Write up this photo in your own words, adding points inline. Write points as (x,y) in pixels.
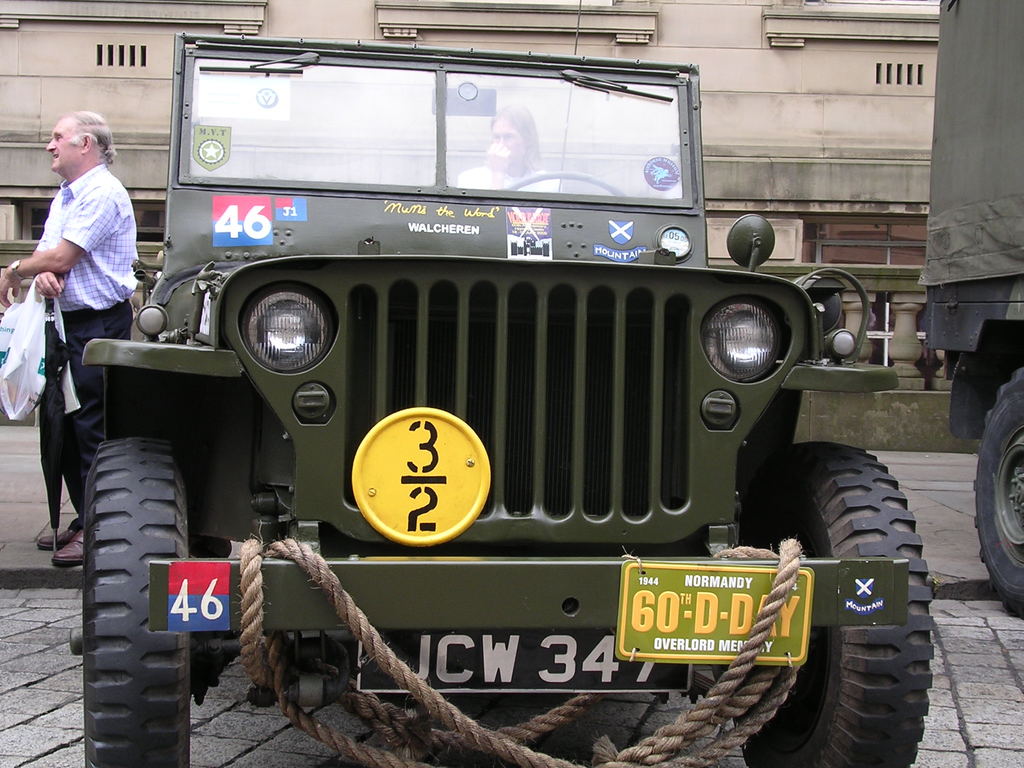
This image is taken outdoors. In the background (763,123) there is a building (110,70) with a few walls (792,152) and pillars (903,338). On the left side of the image (74,233) a man (46,537) is standing on the road (38,469) and he is holding an umbrella (49,359) and a cover (38,385) in his hands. At the bottom of the image (33,700) there is a floor (21,724). On the right side of the image (956,170) a truck (964,289) is parked on the floor (988,614). In the middle of the image (352,306) a jeep (291,606) is parked on the floor (1002,636) and a woman (525,171) is sitting in the jeep (669,285). There are two number plates (542,666) on the jeep (464,637) and there is a rope (281,673).
